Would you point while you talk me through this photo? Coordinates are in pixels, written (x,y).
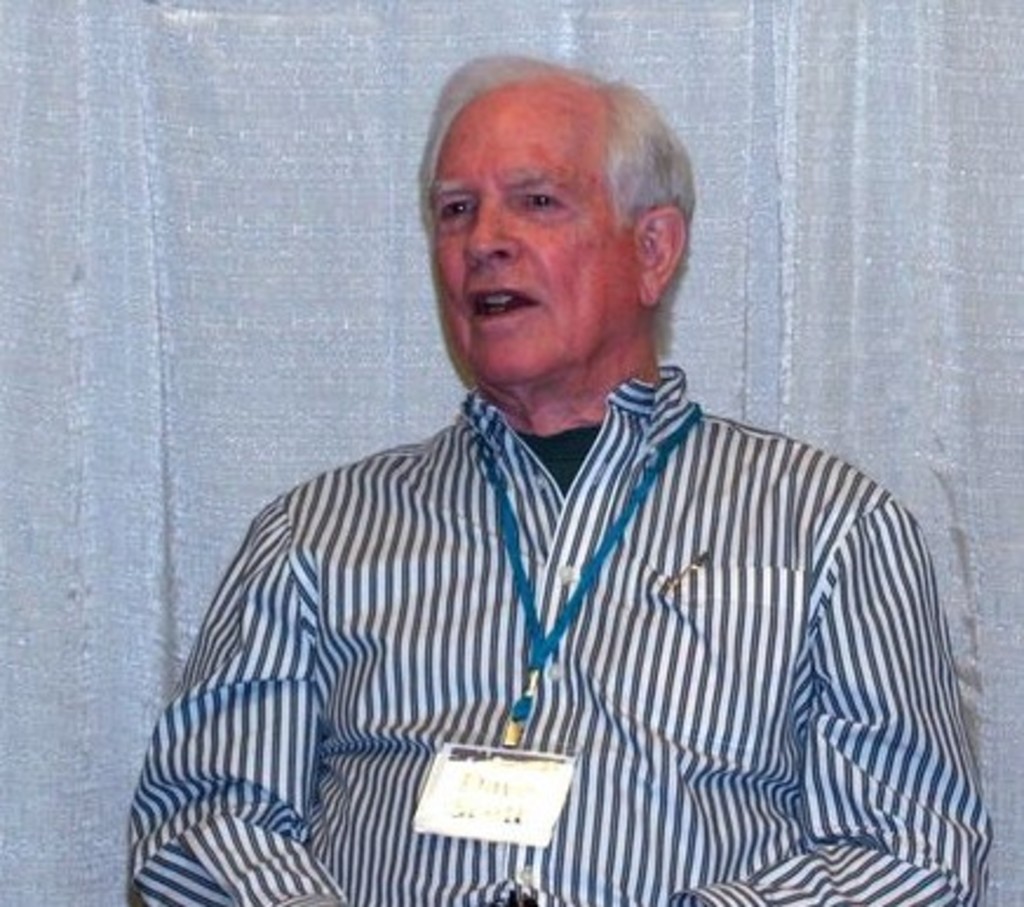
In this image we can see a man (439,575) who is sitting.
